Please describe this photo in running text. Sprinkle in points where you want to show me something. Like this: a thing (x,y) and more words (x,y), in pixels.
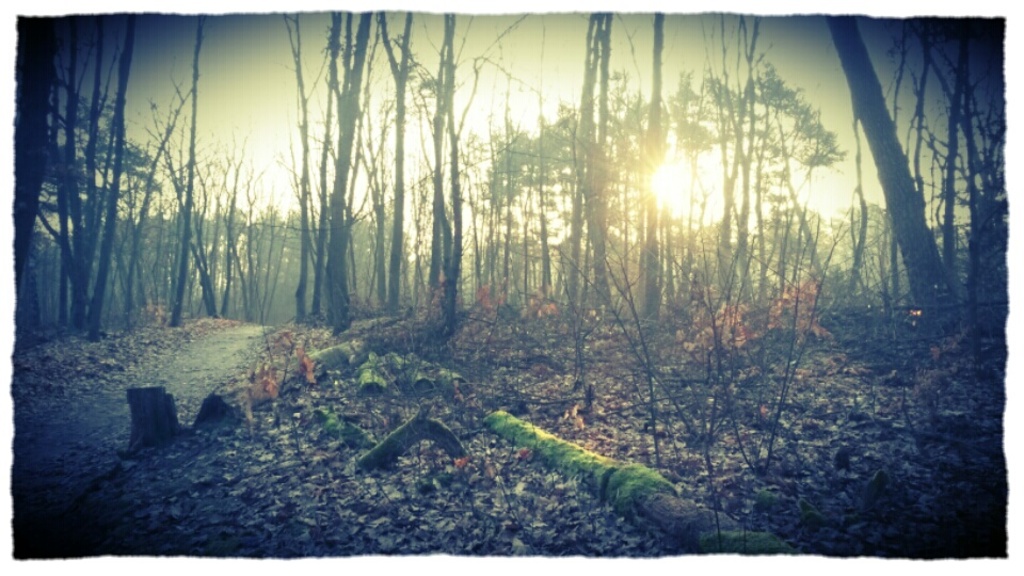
In this image there is a path (110,419) on the left side (121,395). In the background (314,232) there are so many trees (530,231). On the ground (455,419) there are dry leaves (343,389). At the top (685,185) there is a sun (662,195).
